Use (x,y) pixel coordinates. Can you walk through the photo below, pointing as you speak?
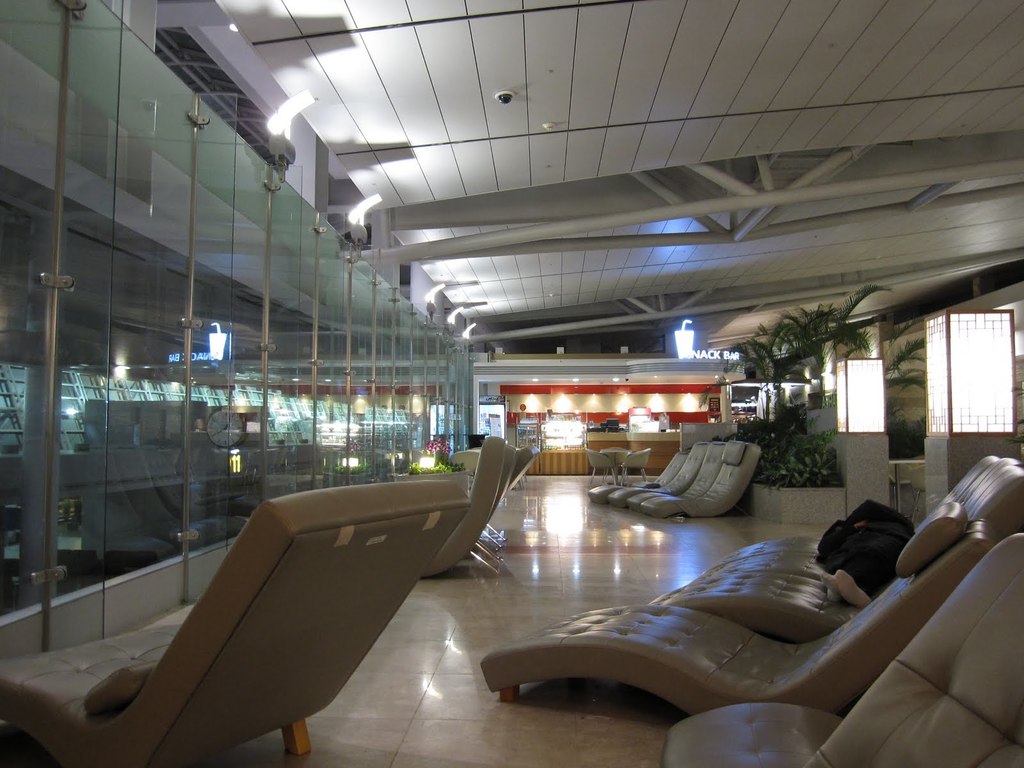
This picture shows a number of chairs (648,499) in a place. In the background (799,460) there are some plants (783,430), trees (776,397) and light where there is a reception (624,425). We can observe some glasses (185,388) in the left side (235,362).
